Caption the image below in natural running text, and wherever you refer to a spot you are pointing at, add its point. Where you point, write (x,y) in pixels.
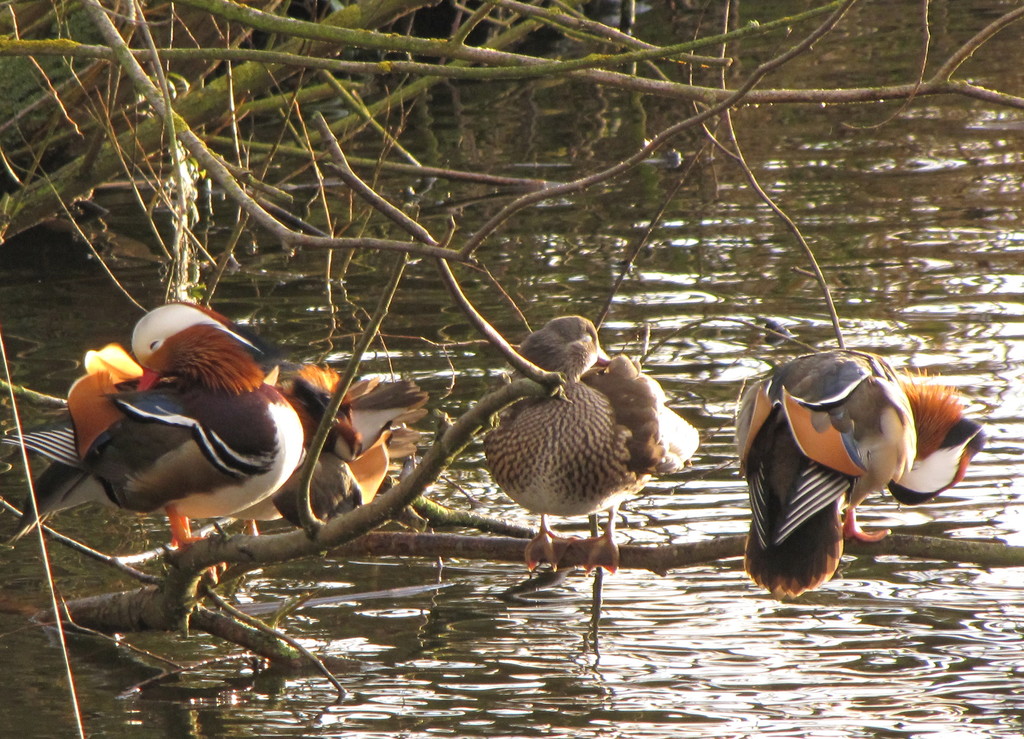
This picture is clicked outside the city. In the center (604,366) there are four birds (205,344) standing on the branch (579,546) of a tree (439,537). In the background (869,228) we can see the water body (825,193) and the stems (370,107) of a tree (694,94).
